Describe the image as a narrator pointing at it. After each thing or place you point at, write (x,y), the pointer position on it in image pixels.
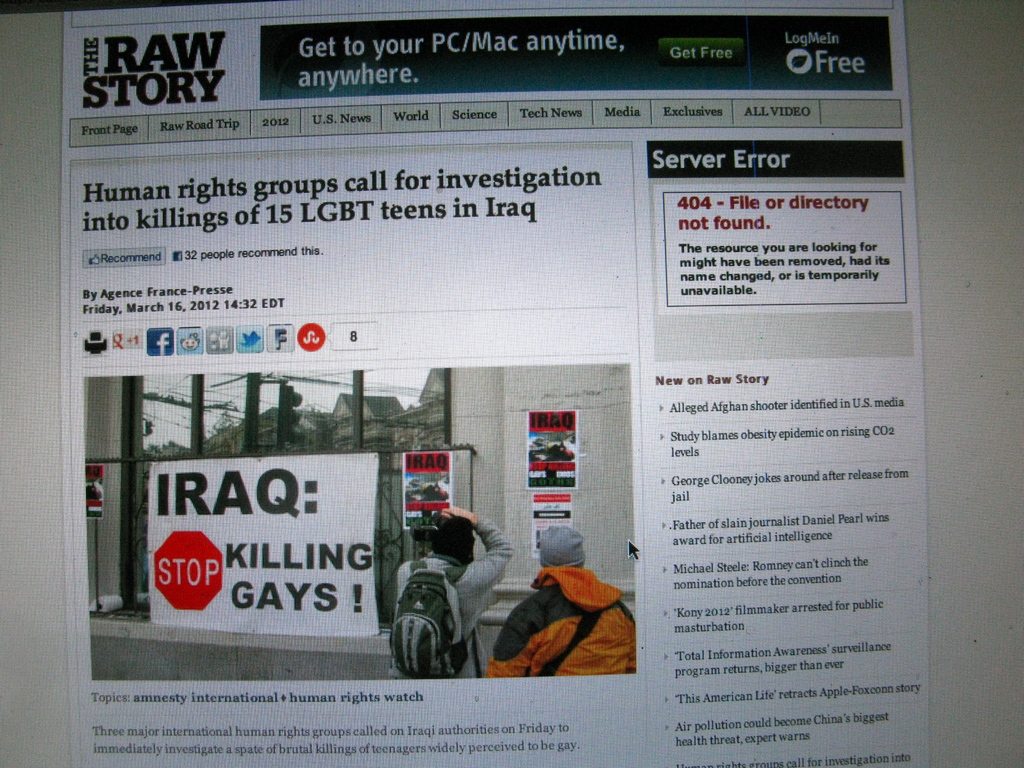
In this image can see screen (793,260) in the screen (793,260) I can see two persons (471,623) and one person (452,526) wearing a backpack (398,601) and holding a camera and taking a picture and I can see text (831,570) and some buildings (372,405) and poles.
